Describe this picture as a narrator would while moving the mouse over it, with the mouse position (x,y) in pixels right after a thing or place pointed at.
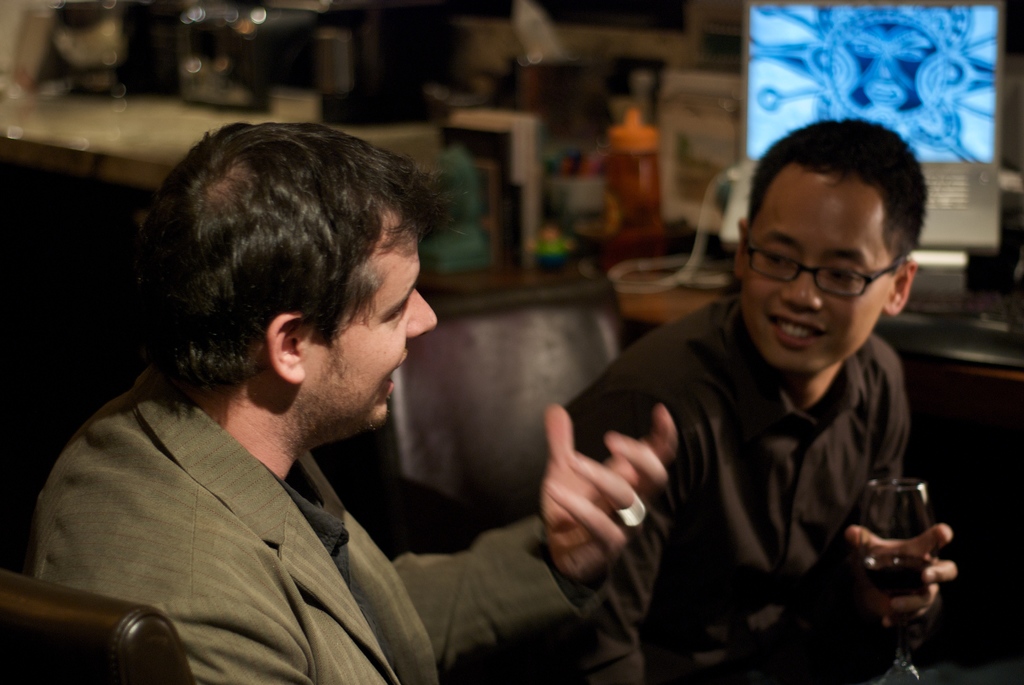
Man (438,202) on the left corner of the picture (249,492) wearing green blazer (281,530) is talking to the man (619,553) who is on the right corner of the picture (729,434) wearing black shirt (683,466) and he is holding glass (910,498) in his hand (929,547). Both of them are laughing. Behind them, we see a brown chair (499,334) and beside that, we see a table (636,299) on which water bottle (616,197) is placed and on the right top of the picture (858,66), we see laptop (905,87).
